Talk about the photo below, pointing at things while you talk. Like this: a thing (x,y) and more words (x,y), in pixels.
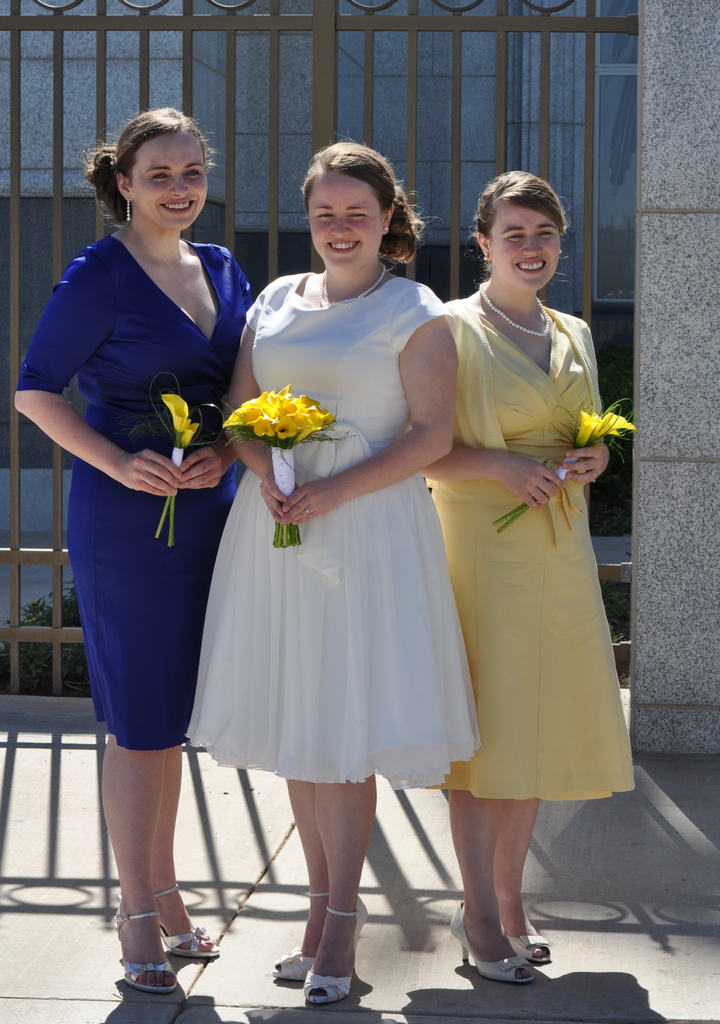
There are three women (422,339) standing and smiling. They are holding the yellow flowers (294,424) in their hands (523,476). This looks like an iron gate (253,28). On the right side of the image (699,84), I think this is a wall (659,444). In the background (463,80), that looks like a building (212,131).
